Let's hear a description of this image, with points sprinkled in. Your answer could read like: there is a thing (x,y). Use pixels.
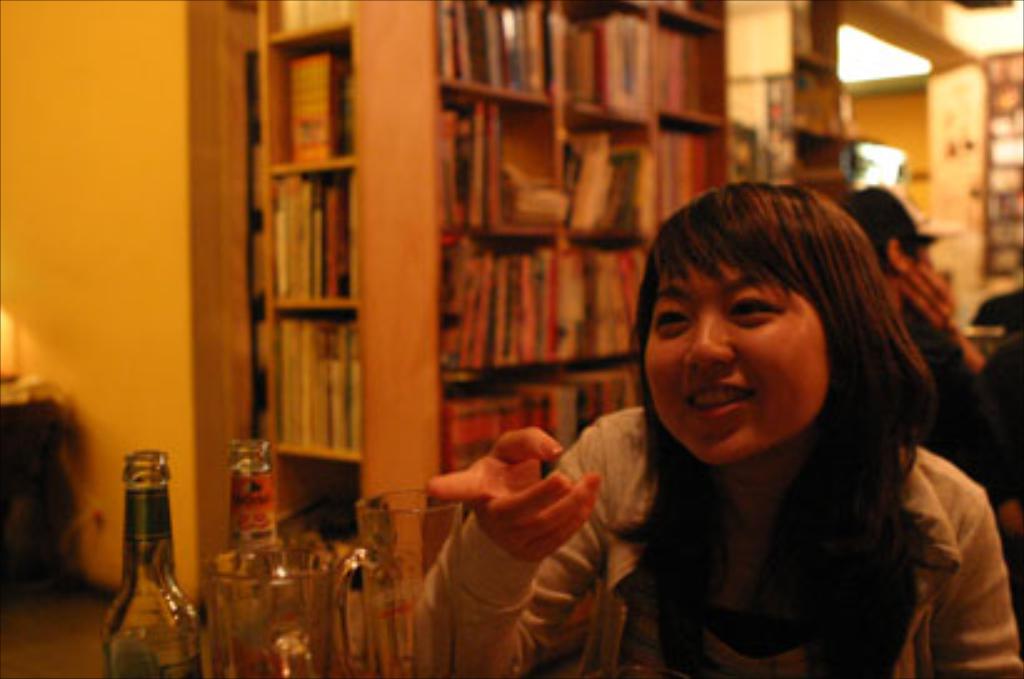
The image is inside the room (64,164). In the image there is a woman (839,485) sitting on chair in front of a table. On table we can see few bottles (157,606), in background (275,131) there is a shelf (568,132) with some books (756,155) and few people (982,421) sitting on chair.
